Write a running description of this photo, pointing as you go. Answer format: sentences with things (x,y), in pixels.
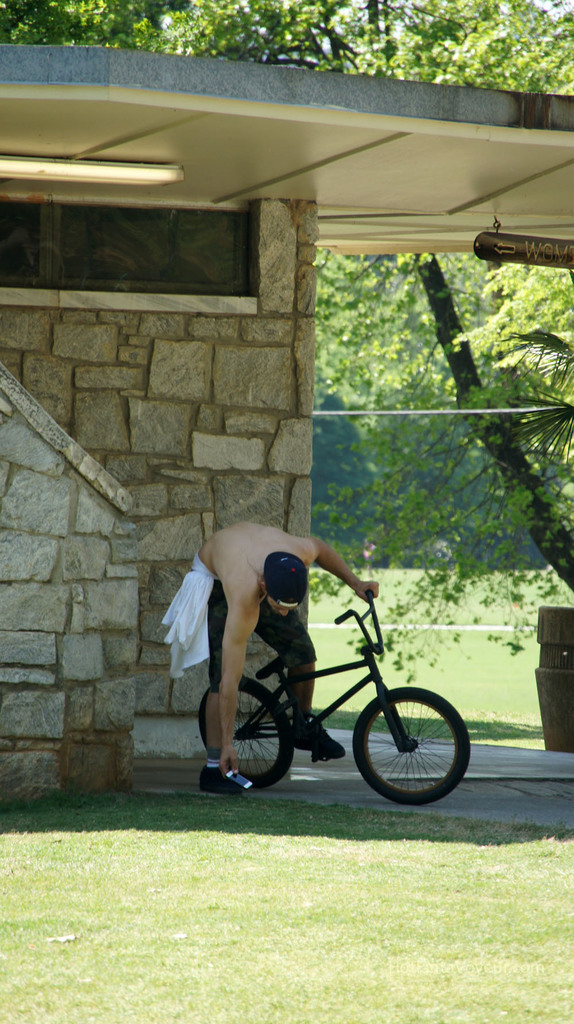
This is outside of a building (338,233). There is ground (280,872) full of grass (241,924). A man (215,622) is standing. He is bent. He is picking something from the ground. He is holding a bicycle (366,683). He is wearing shorts (307,636) and cap (300,600). There is a tree (401,514) beside the building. We can see many trees (378,466) in the background (436,466).
